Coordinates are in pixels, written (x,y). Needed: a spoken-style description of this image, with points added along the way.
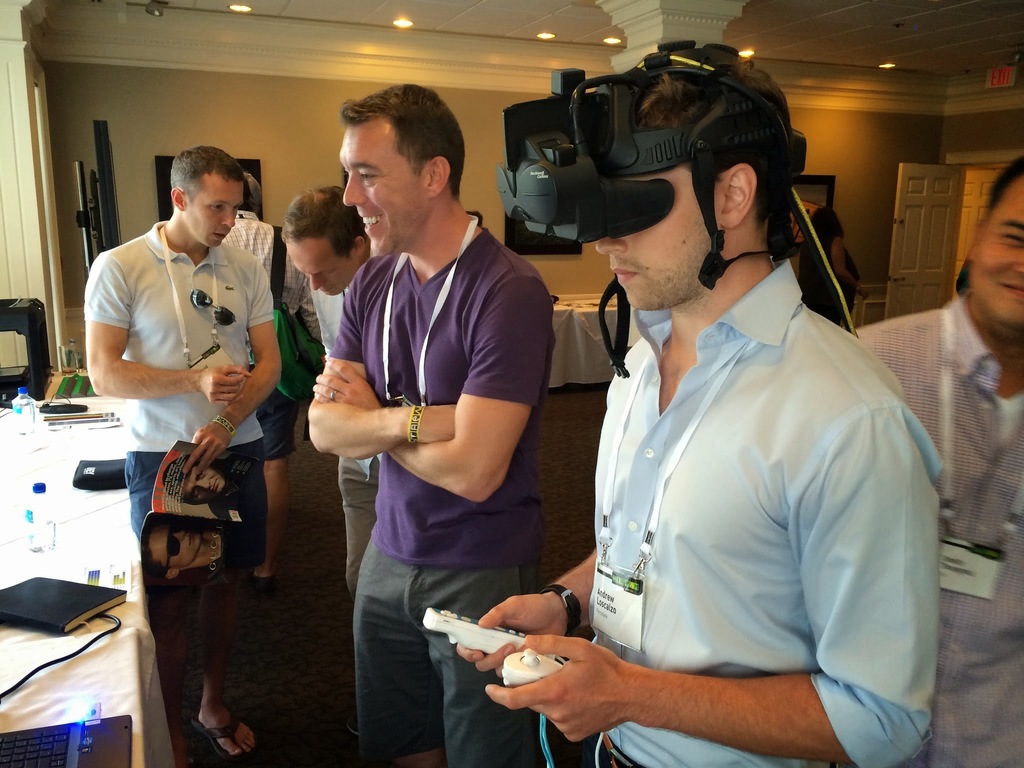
At the top (358,10) we can see ceiling (339,17) and lights (552,34). This is a wall (298,101). We can see persons (684,370) standing on the floor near to the table (25,664). This man (228,409) is holding a magazine (191,508) in his hands (204,448). On the table (48,641) we can see device (55,614), bottles (37,529), laptop (114,745) with pen drive (80,720). This man (591,681) is holding remotes (547,659) in his hands (546,642) and there is a gadget (654,133) placed over his eyes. This is a door (921,245).
